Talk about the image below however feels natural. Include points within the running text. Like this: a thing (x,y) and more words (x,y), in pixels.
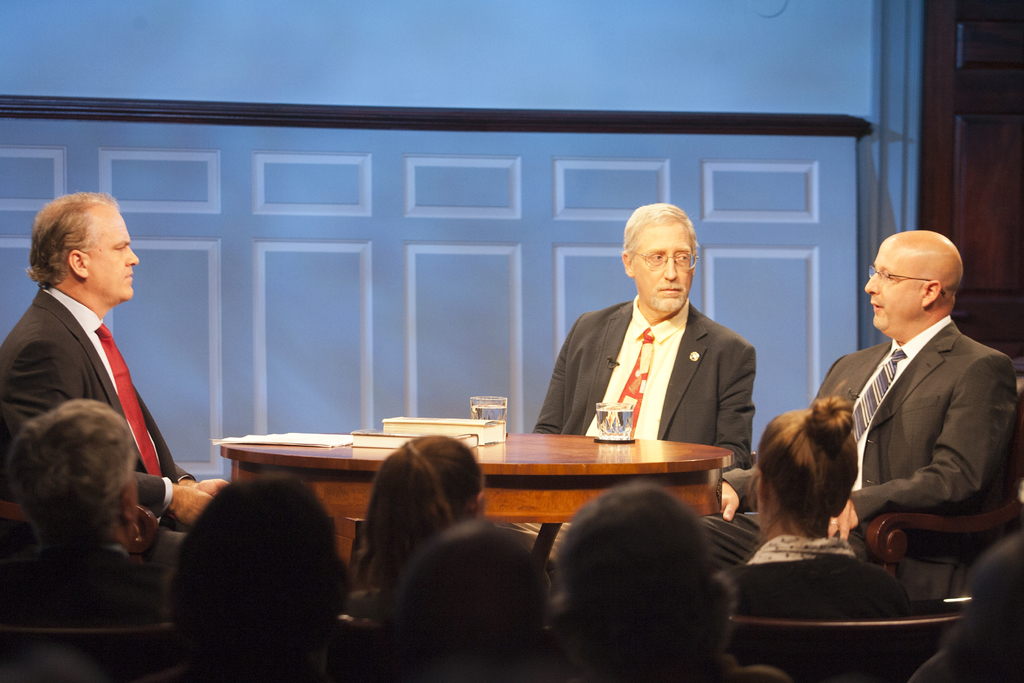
In this image we can see a group of people (630,559) sitting on the chairs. We can also see a table (546,495) containing some books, papers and glasses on it. On the backside (566,284) we can see a wall (566,281) and a door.
